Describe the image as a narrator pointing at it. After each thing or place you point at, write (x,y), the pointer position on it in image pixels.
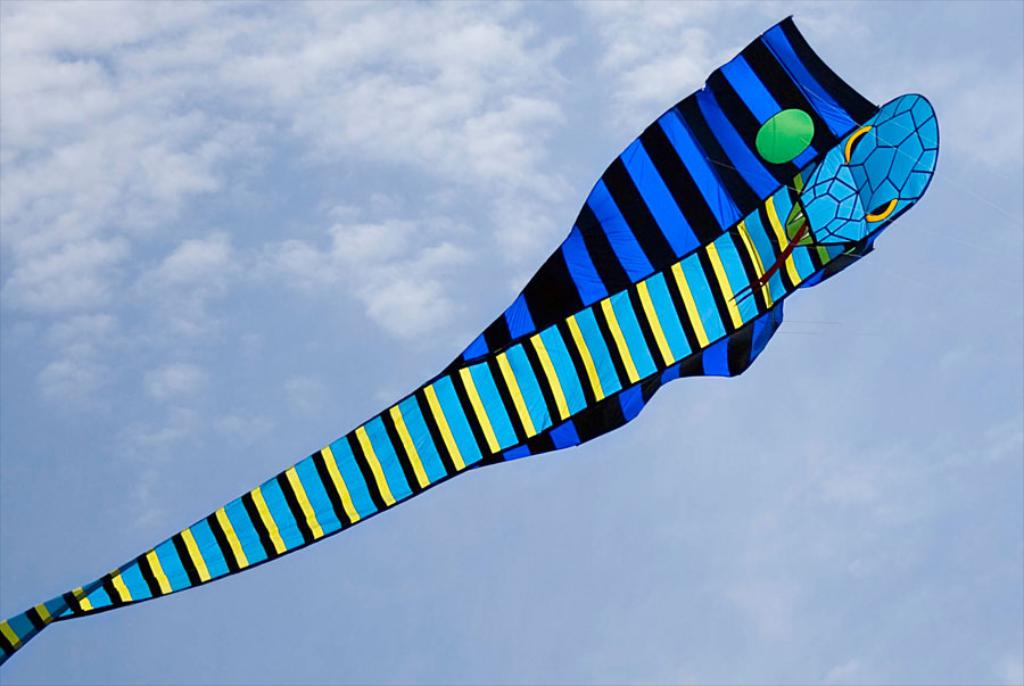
This picture shows a kite (869,214) flying with the help of a string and we see a blue cloudy sky (445,338).
